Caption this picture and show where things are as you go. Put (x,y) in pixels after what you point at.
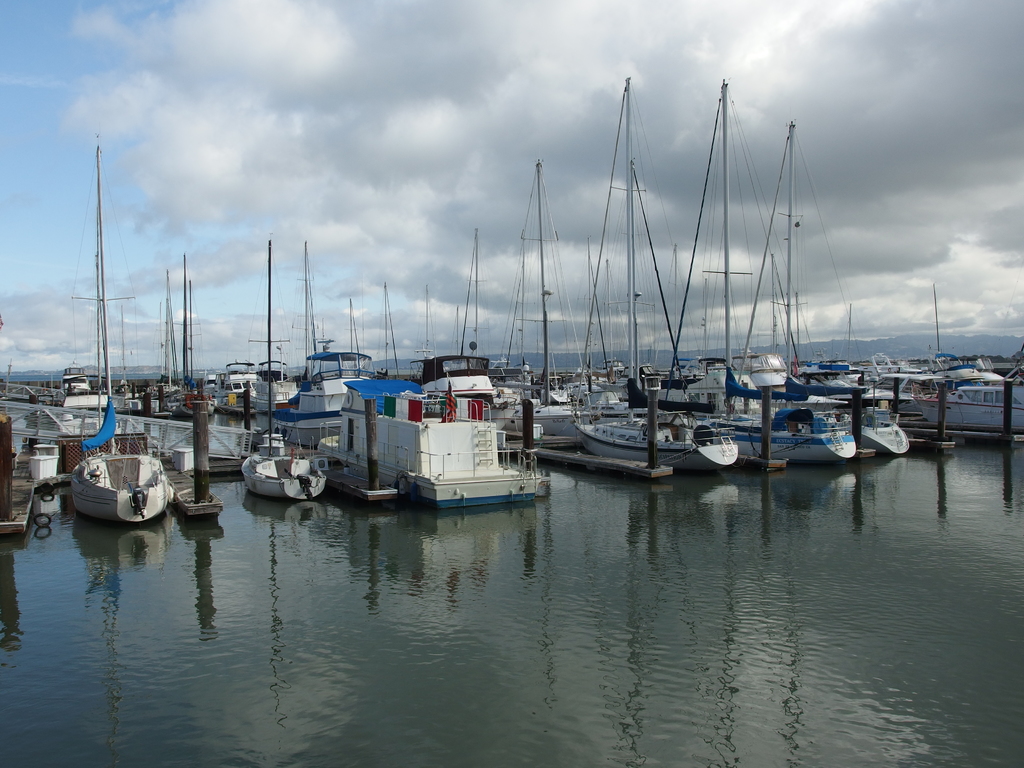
In this image I can see the water (565,558) and number of boats (345,422) on the surface of the water (568,649). In the background (965,324) I can see the sky (778,306).
